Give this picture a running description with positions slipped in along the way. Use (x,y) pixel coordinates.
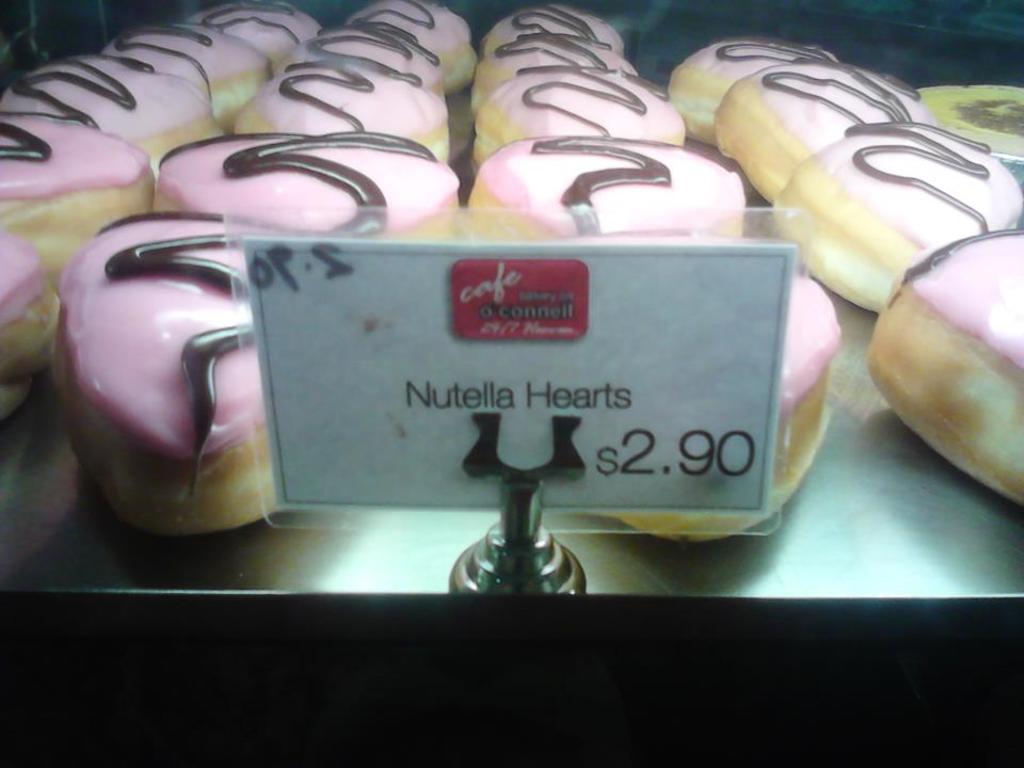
In this picture, we see cakes (809,254) and we see the cream (133,228) is in pink and brown color. In front of the picture, we see a board (386,392) in white color with the name (588,393) and price (651,436) written. At the bottom (471,666), it is black in color.
